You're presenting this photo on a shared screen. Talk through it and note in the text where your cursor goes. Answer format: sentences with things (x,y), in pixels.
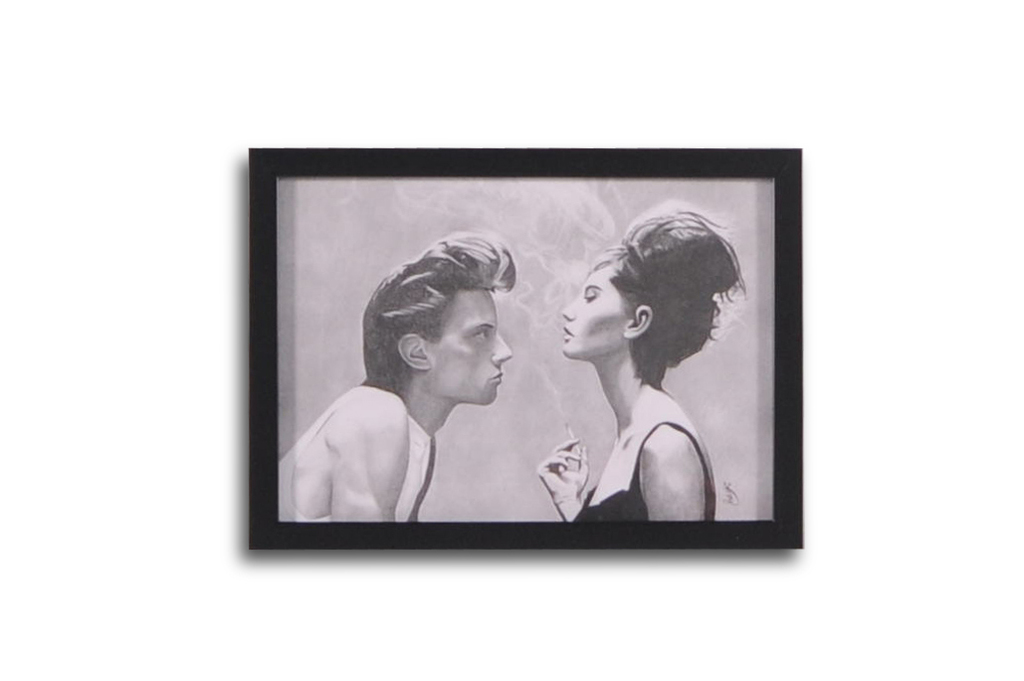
In this picture I can see a photo frame (653,353) of a man (489,366) and a woman (650,346) and I can see woman (611,476) holding a cigarette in her hand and I can see white color background (130,292).
